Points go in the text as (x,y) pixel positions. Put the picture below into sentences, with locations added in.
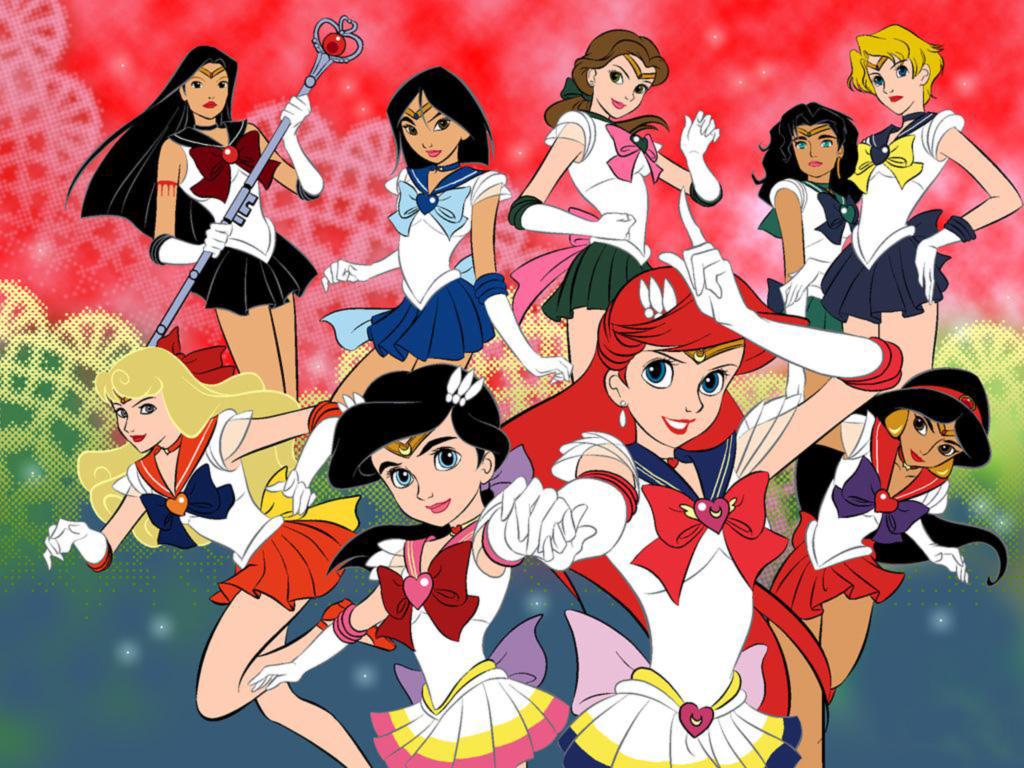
This is an animated image. We can see few women (407,203) and a woman (266,245) among them is holding a stick (255,174) in her hands (214,255). In the background (349,115) there are designs (23,260).
